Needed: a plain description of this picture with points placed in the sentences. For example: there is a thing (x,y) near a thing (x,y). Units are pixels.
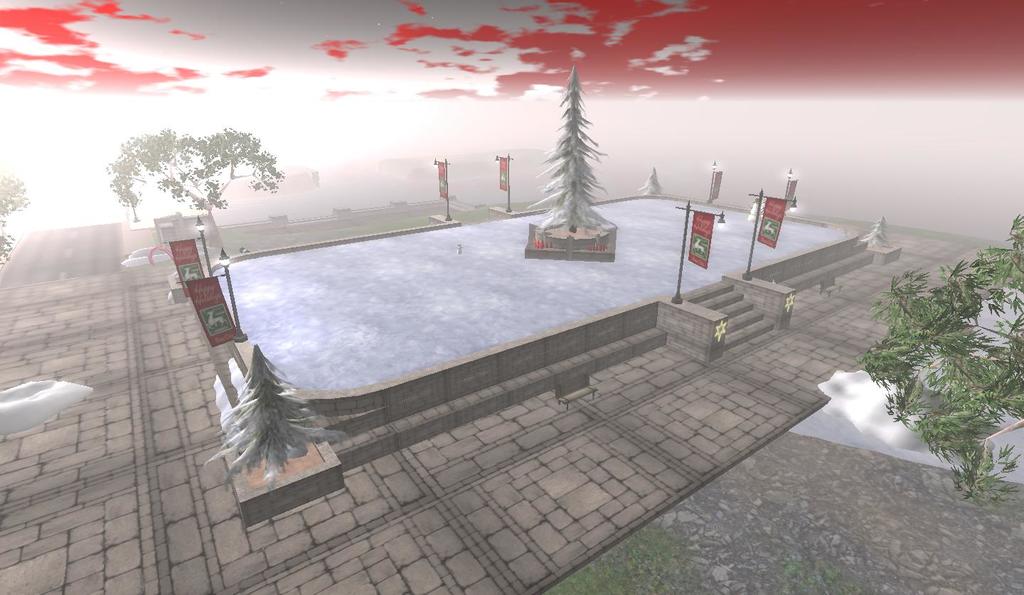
This is an animated picture. In the center of the image (491,266) we can see an ice rink (484,291) which contains ice (447,285) and also we can see the bushes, poles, lights (789,177), boards (792,195), tree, stairs (730,288). In the background of the image (392,221) we can see the floor (811,387), snow (880,398) and trees (1020,370). At the top of the image (472,49) we can see the clouds (417,41) are present in the sky (445,46).
